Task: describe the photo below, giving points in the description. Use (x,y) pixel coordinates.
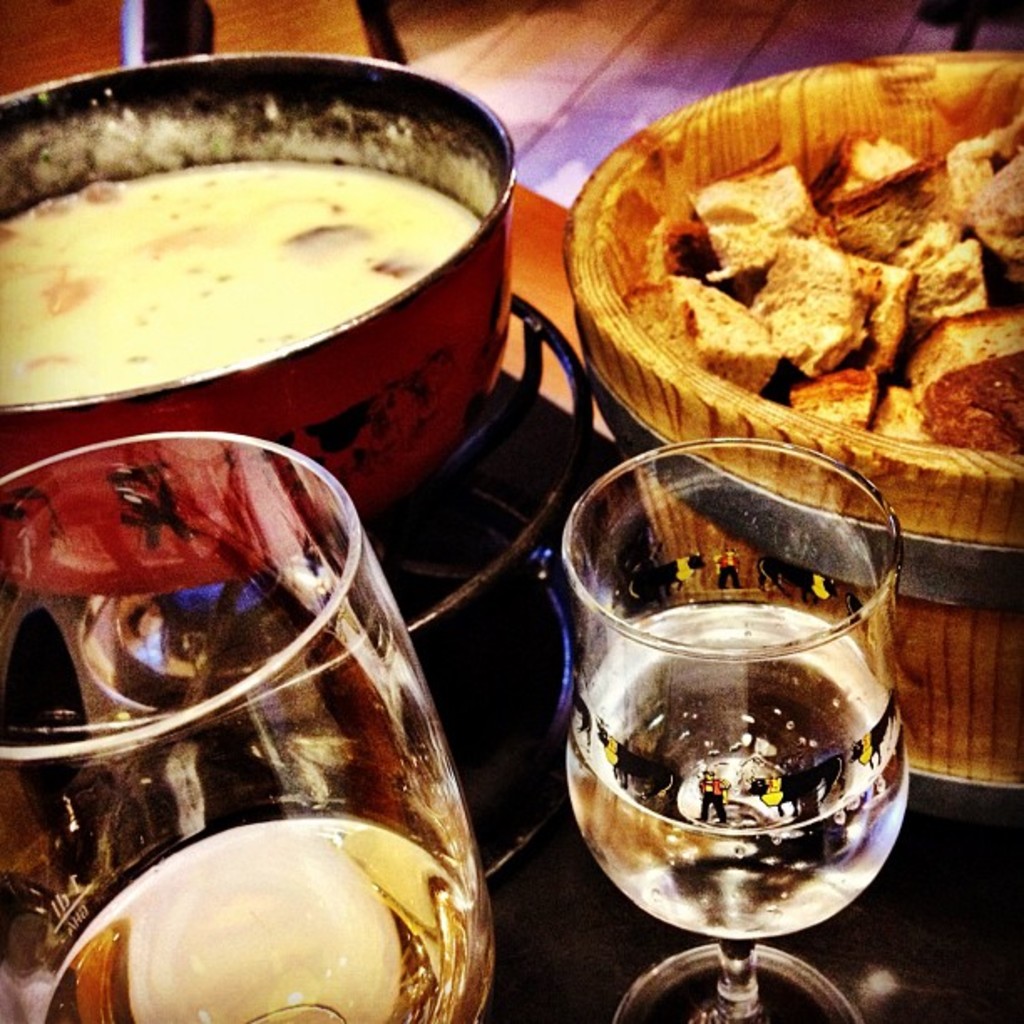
In this picture I can see couple of bowls (505,267) with some food (798,299) and couple of glasses (410,790) at the bottom (625,725). It looks like a table (996,895) in the background (640,25).
